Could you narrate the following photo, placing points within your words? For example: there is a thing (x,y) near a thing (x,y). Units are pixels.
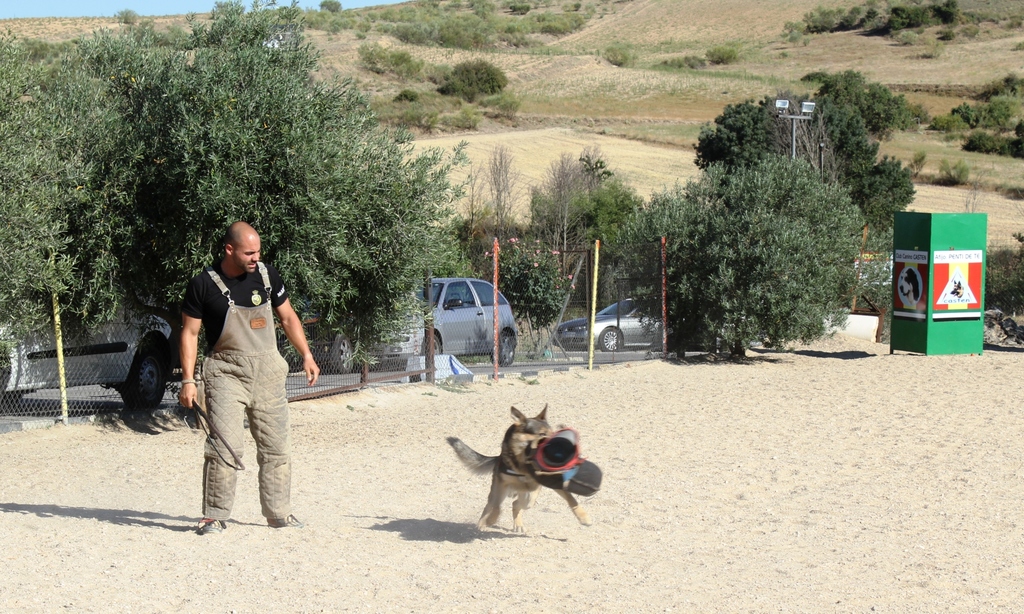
This is an outside view. In the middle of the image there is a dog (501,466) holding an object (546,464) in the mouth (532,456). On the left side (261,388) there is a man (241,388) standing and looking at the dog (538,445). In the background (556,214) there are many trees (545,309) and cars (416,354) on the road (371,371). On the left side (69,361) there is a net fencing (76,363) at the back of this man (221,331). On the right side (946,279) there is a green color box (939,294) which is placed on the ground (850,383).
